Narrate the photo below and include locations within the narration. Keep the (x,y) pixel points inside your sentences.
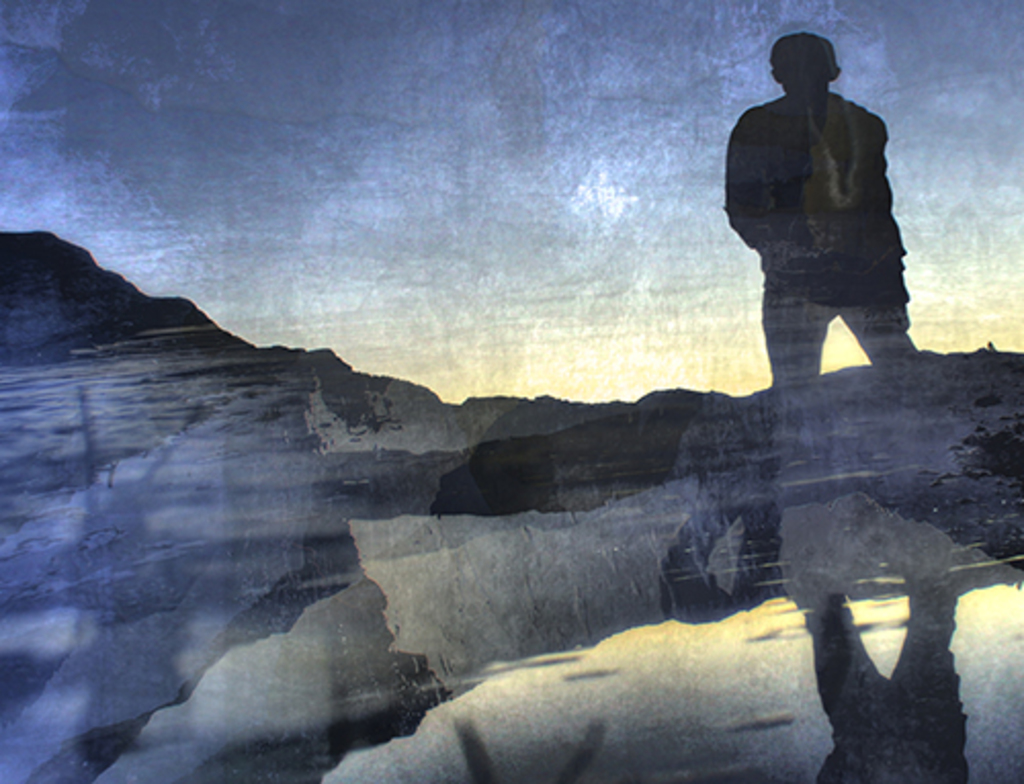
In this image there is a reflection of a person (852,247) standing on a mountain (500,528).
